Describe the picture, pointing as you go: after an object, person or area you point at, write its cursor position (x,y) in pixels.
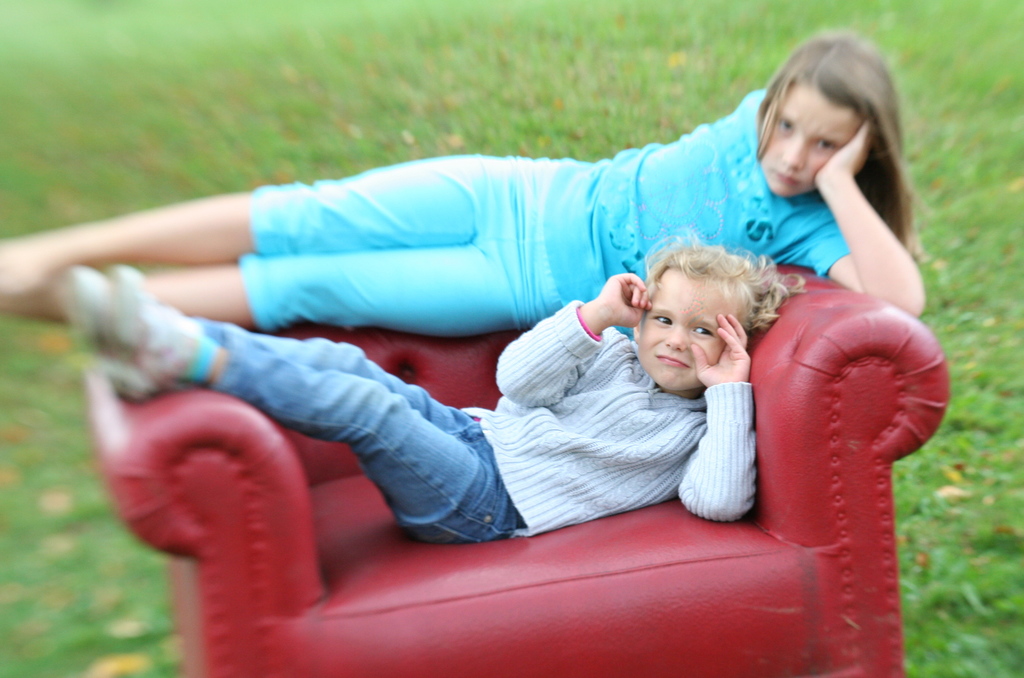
In this image, we can see kids (643,284) on the couch (528,613). In the background (967,110), image is blurred.
